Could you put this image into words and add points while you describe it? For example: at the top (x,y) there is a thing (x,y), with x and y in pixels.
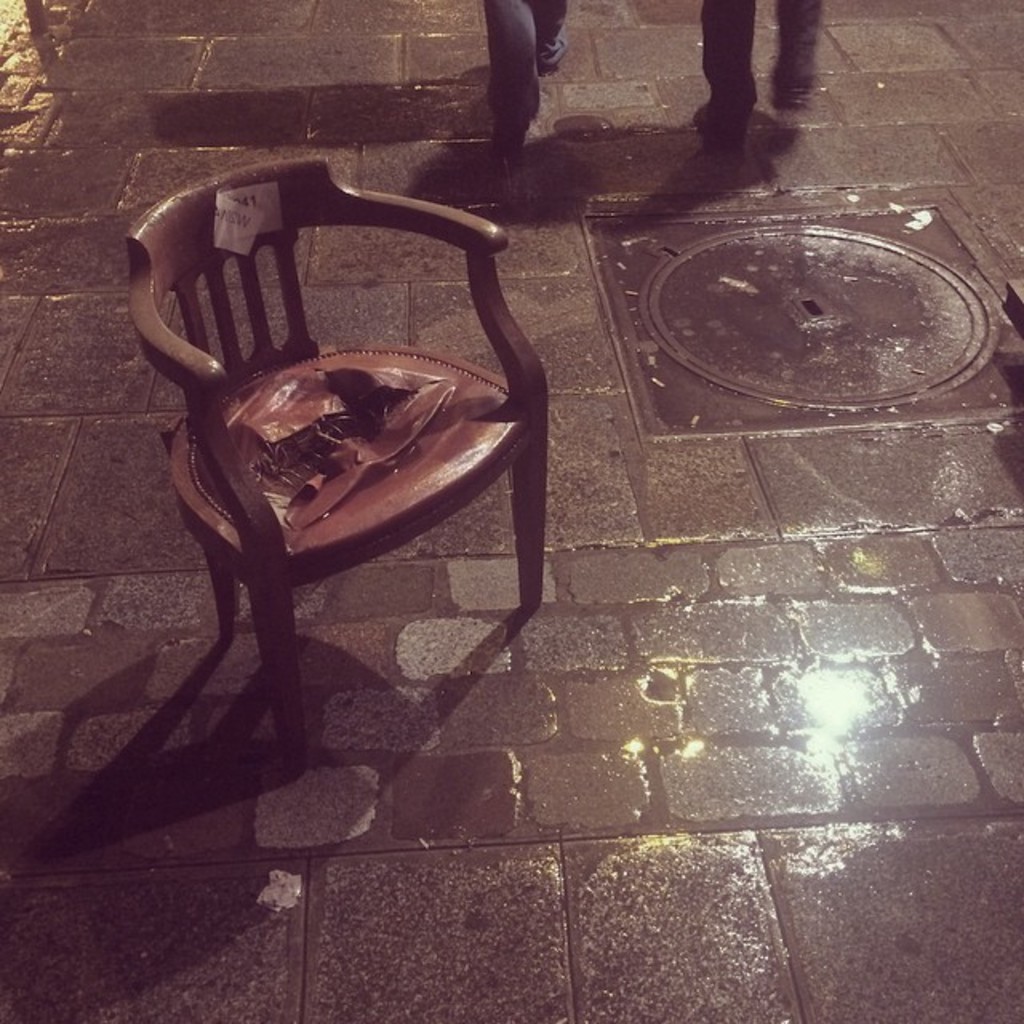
This is a chair (383,444) on floor (330,683). These two persons (750,41) are walking as there is a leg movement.
